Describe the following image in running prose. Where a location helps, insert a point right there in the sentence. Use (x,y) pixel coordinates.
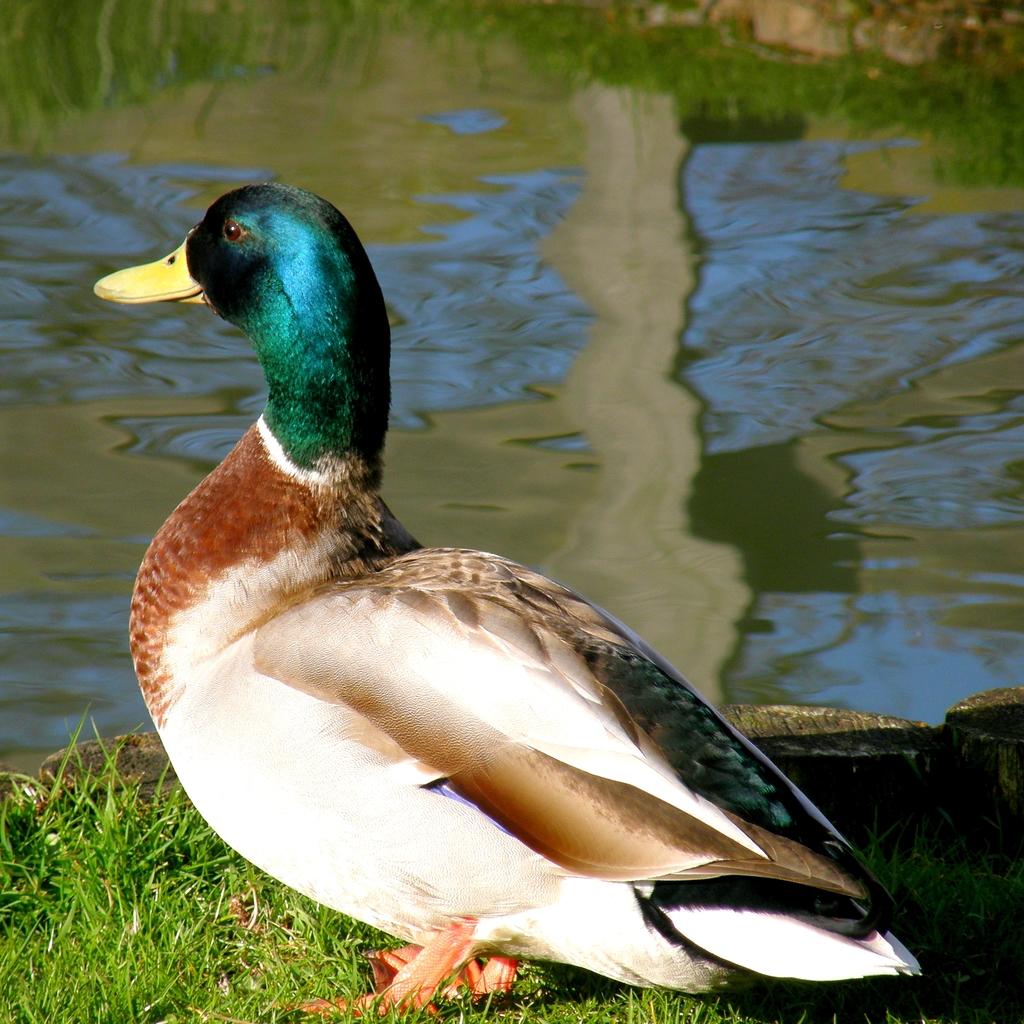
This image is taken outdoors. At the bottom of the image (234,932) there is a ground (639,1011) with grass (639,1011) on it. In the background (768,352) there is a pond (98,189) with water (508,250). In the middle of the image (384,382) there is a duck (563,882) on the ground (618,989).
